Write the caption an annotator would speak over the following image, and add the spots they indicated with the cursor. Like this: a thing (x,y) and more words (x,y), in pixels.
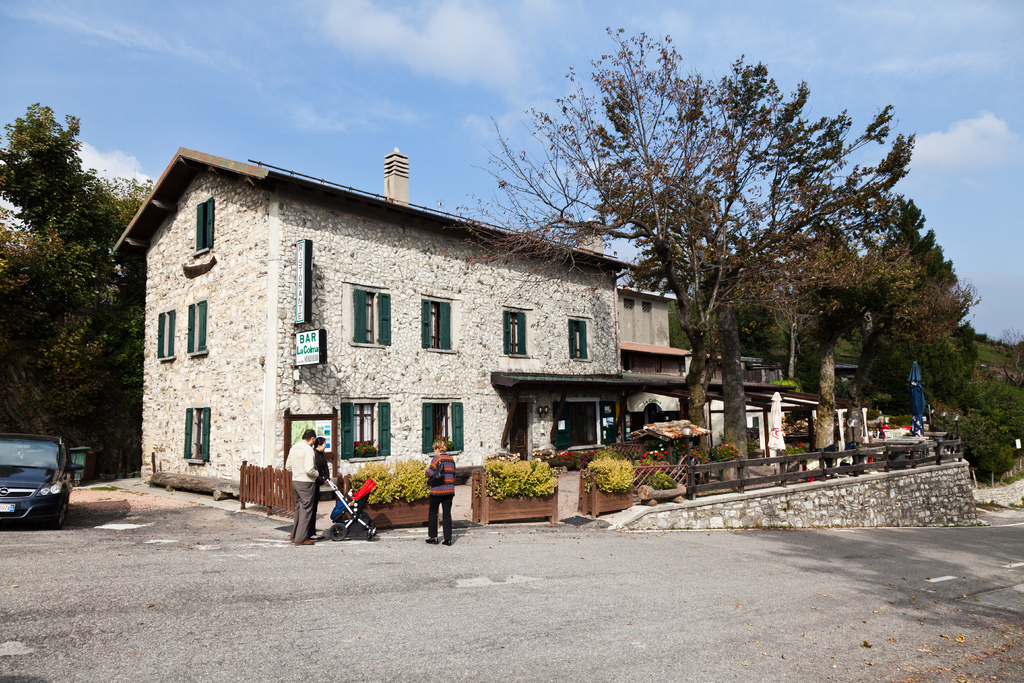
In the image we can see there are people (437,487) standing on the road (278,591) and a person (318,475) is holding a baby buggy (348,525). There is a car (71,479) parked on the road (165,545) and there is an umbrella tent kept on the ground (362,537). Behind there is a building (544,393) and there are trees (44,338). There is a clear sky (365,64).
